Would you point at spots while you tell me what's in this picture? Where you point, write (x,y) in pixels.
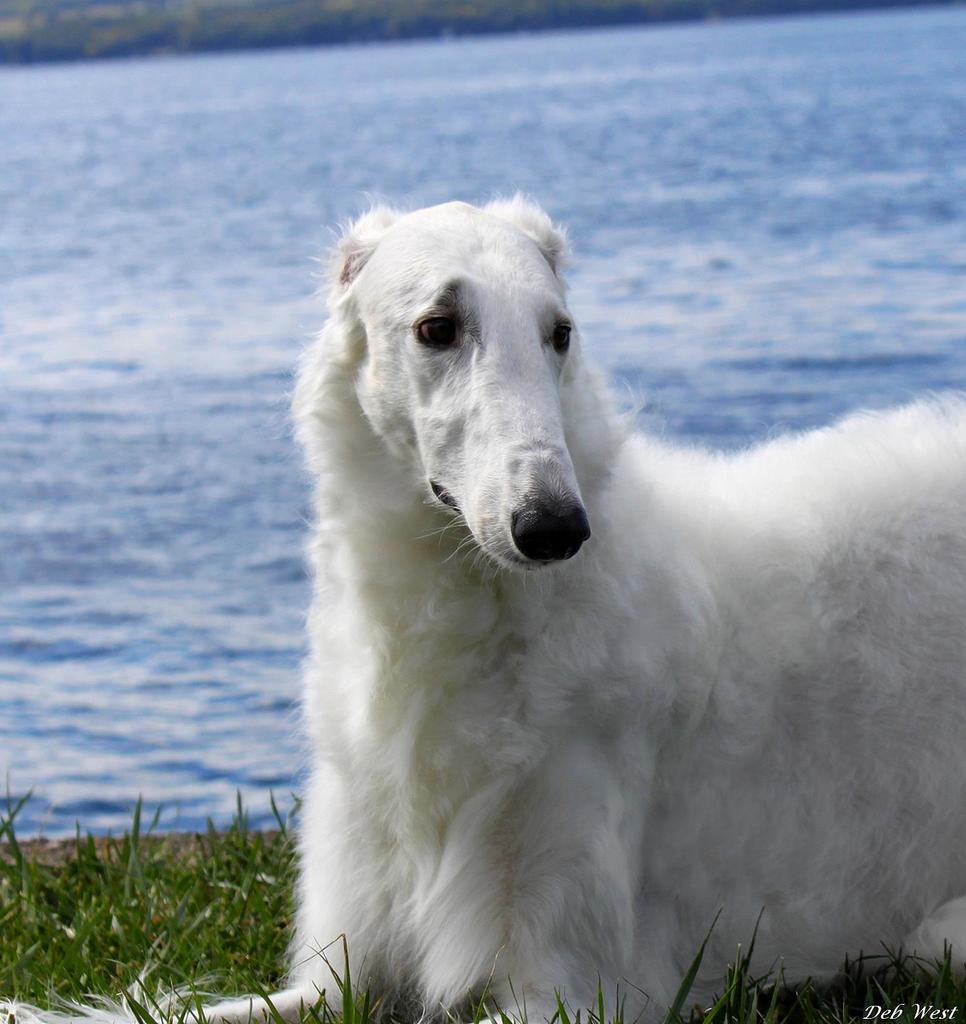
In this image I can see an animal (357,775) and the animal (534,829) is in white color, background I can see the grass (104,909) in green color and the water (139,315) is in blue color.
